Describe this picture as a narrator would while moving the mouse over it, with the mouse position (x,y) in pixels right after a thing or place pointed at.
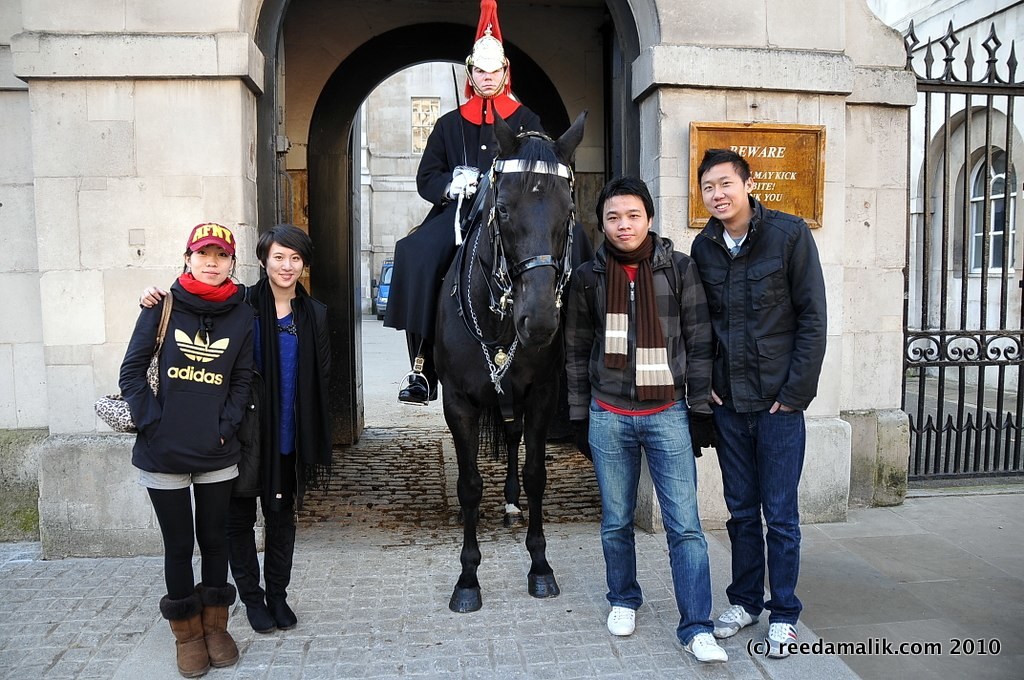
In this image i can see a group of people (249,427) are standing on the ground (597,650) and a man (488,61) is sitting on a horse (491,300).
